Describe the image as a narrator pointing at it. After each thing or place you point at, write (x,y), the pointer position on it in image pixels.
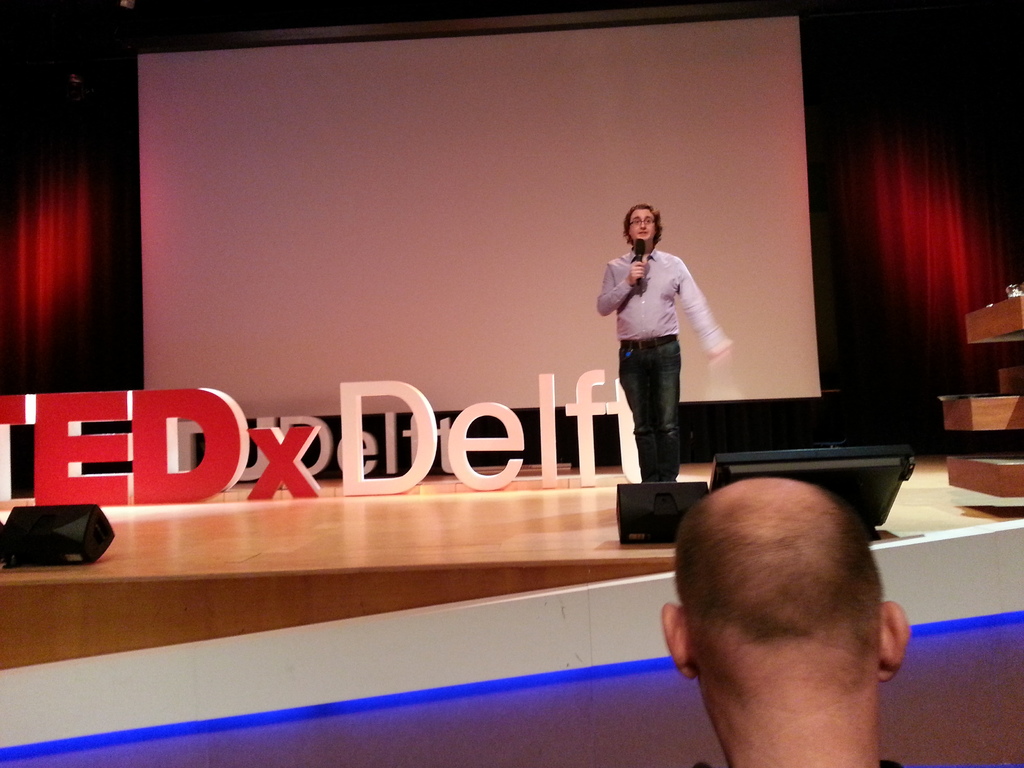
In the image there is a man (668,344) holding a mic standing on stage (133,528) with lights (50,546) in front of him and behind him there is a screen (306,256), in the front (819,545) there is a bald headed man (837,619) visible.
